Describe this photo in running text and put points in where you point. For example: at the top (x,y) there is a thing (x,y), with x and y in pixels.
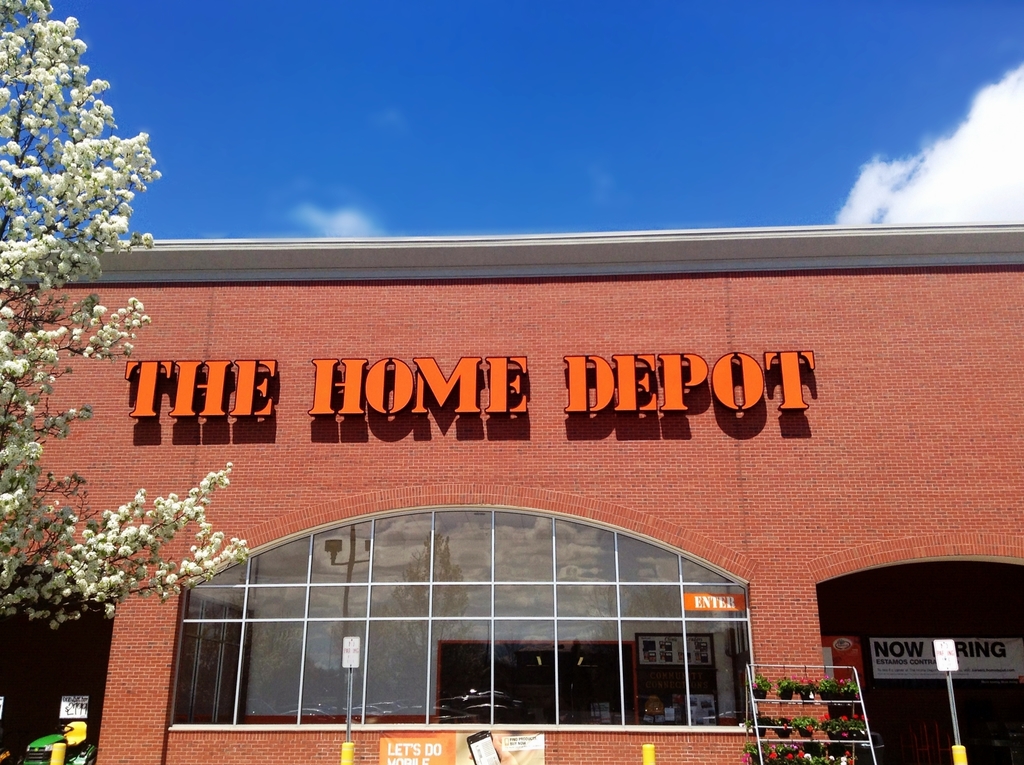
In this image we can see the brick building (876,379), flower pots (767,752) placed on the stand (841,702), we can see boards (920,657), name board (790,376), glass windows (401,569), we can see the trees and the blue color sky (708,181) with clouds (983,198) in the background (983,198).
